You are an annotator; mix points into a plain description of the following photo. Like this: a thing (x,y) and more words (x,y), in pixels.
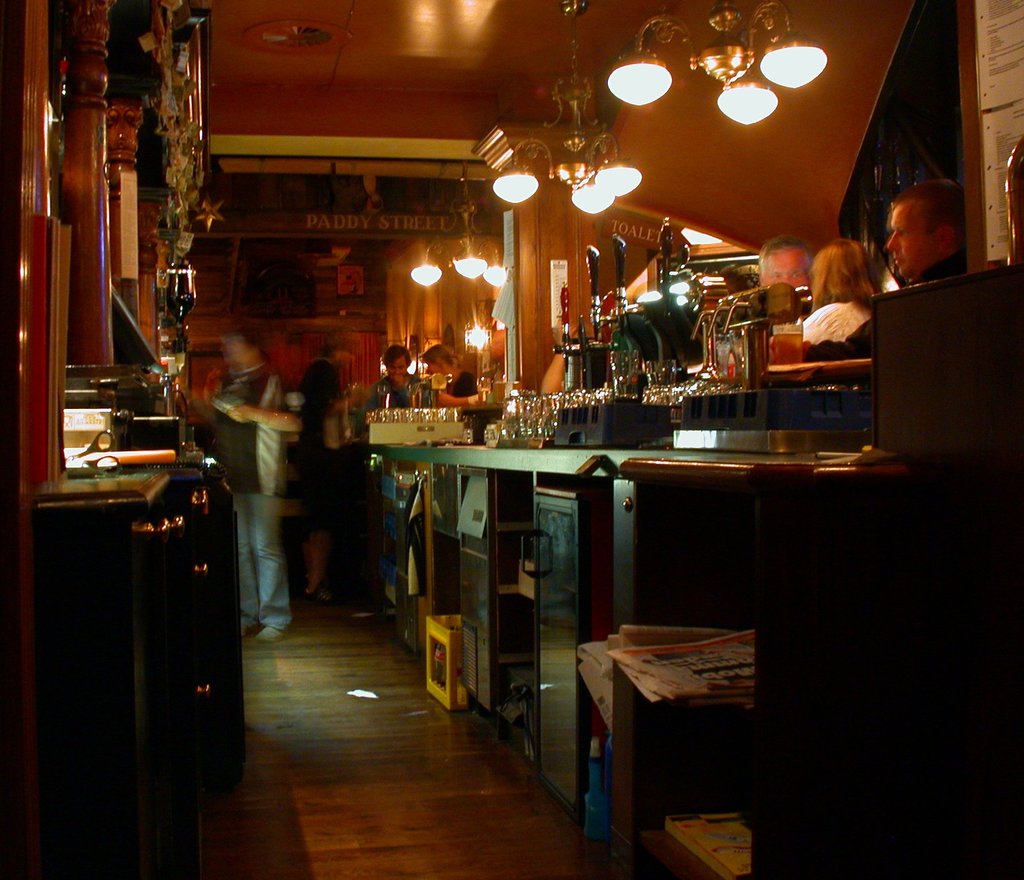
In this image I can see few cabinets (540,599), scissors (98,445), few persons (249,362) standing, few glasses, few lights (482,344), the ceiling (456,47), few books (669,686), the floor (364,709) and few other objects (675,286).
